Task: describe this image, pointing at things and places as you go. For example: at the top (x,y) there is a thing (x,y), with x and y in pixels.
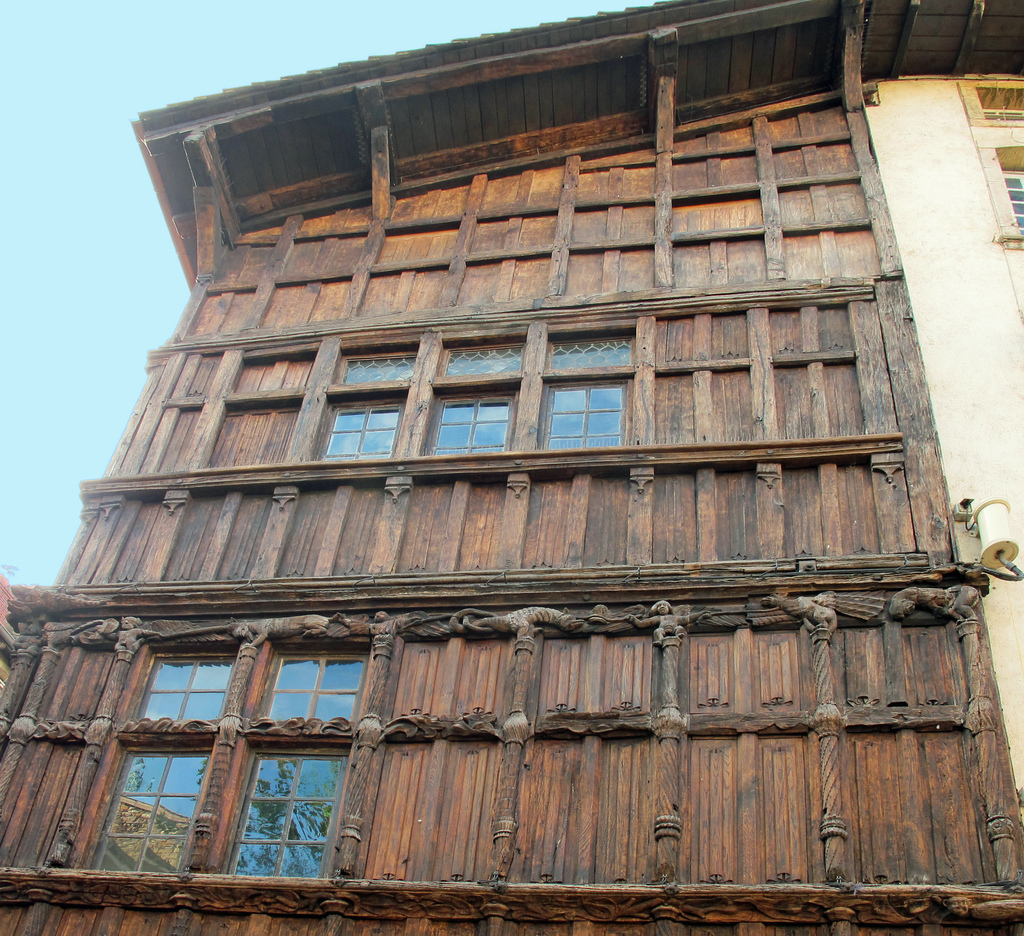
There is a building (552,343) with wooden wall (672,559) and windows (584,407). In the background (99,254) there is sky (96,115).
